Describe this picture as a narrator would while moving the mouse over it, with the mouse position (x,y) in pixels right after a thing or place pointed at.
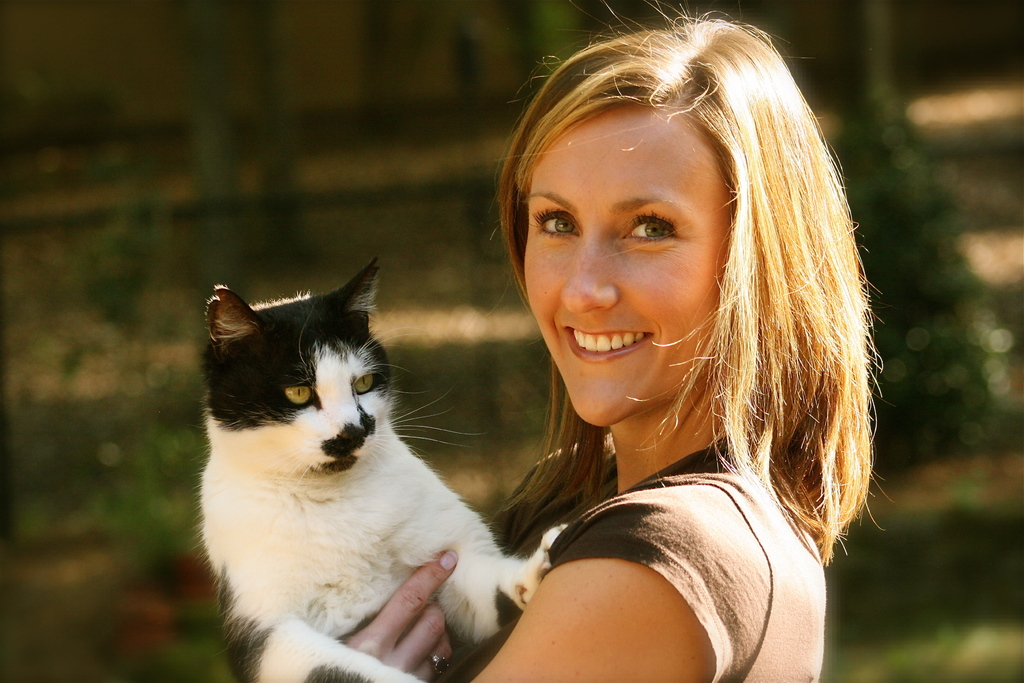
In this image there is a woman (639,487) holding a cat (379,491) in her hand (385,611). She is smiling. The cat (284,545) is black and white in color. The background (284,122) is blurred.
